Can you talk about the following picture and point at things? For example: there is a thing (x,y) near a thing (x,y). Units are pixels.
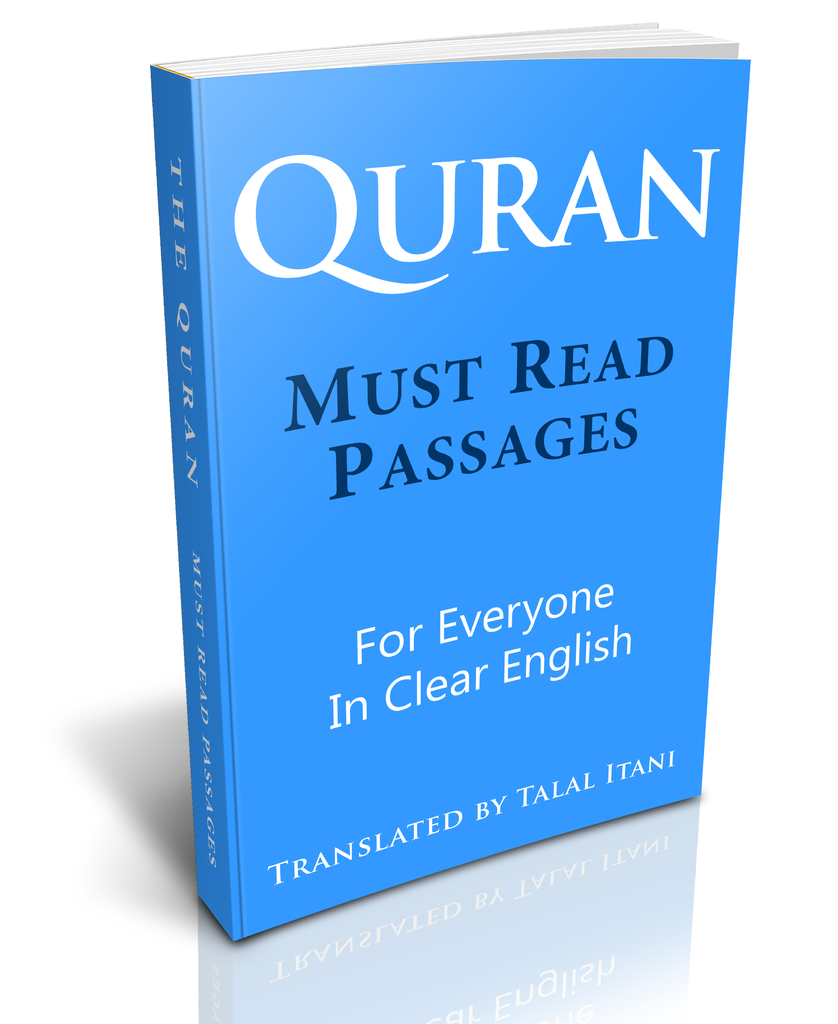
In the picture we can see a Quran (548,726), which is blue in color and written on it as must read passages for everyone in English and it is translated by Talal Itani.
